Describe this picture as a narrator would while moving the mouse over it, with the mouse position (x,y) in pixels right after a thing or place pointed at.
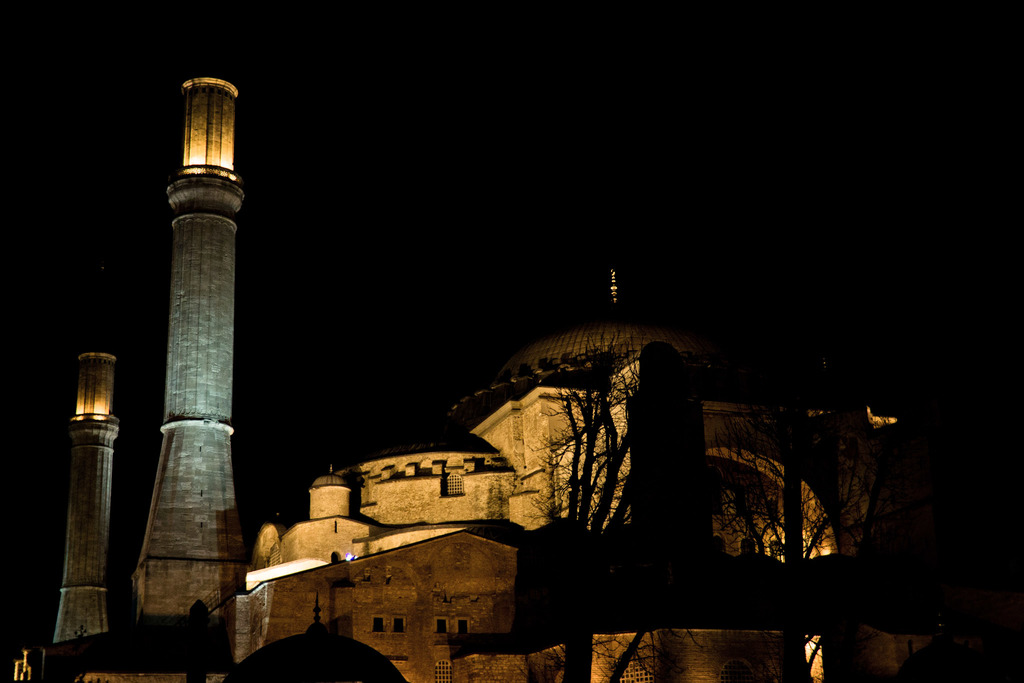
This picture shows a monument (378,491) and couple of towers (169,343) and trees (570,635).
